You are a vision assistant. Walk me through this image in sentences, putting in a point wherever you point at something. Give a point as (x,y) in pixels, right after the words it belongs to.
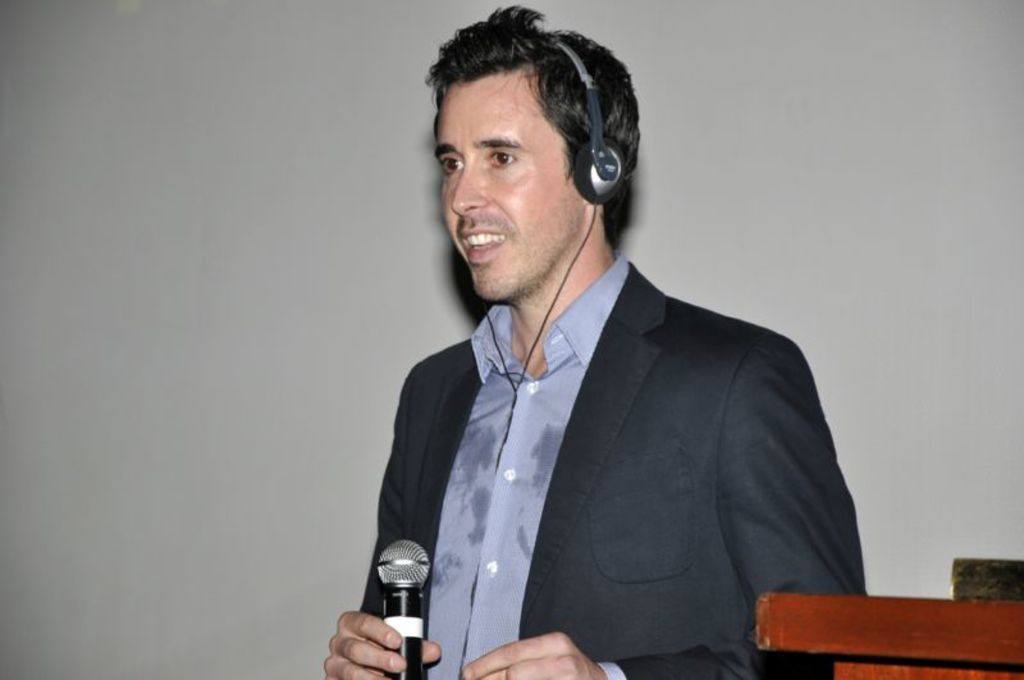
In this image there is a person (512,572) wearing a suit (642,508) is also wearing a headphones (594,102), holding a mike (423,583). Beside there is a wooden item (828,619) at the right bottom of the image (837,599).
